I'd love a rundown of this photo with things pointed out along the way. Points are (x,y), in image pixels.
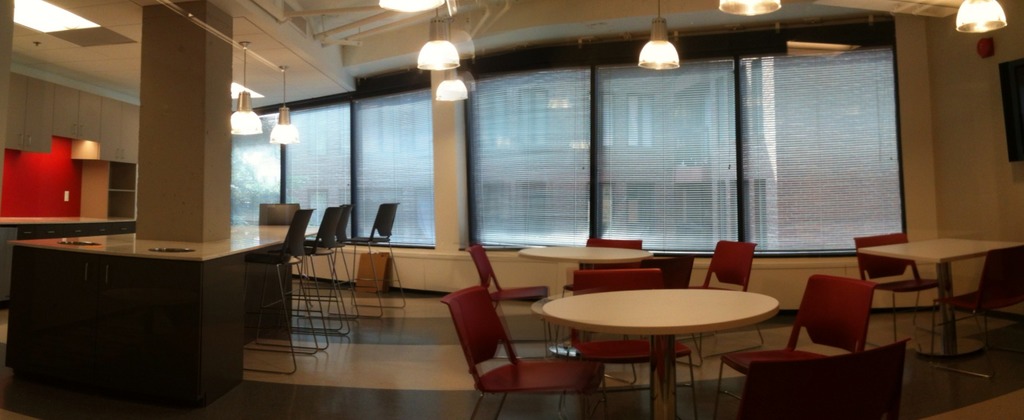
In this image we can see a group of chairs (333,260) and tables (631,314) placed on the floor (350,326). On the left side of the image (227,189) we can see a pillar (214,179), cupboards (18,116). On the right side of the image (1013,111) we can see a screen (1023,120) and a box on the wall (986,199). In the background (866,165), we can see window blinds (749,178), a group of lights (440,35), poles (383,16), building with windows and tree (265,193).
